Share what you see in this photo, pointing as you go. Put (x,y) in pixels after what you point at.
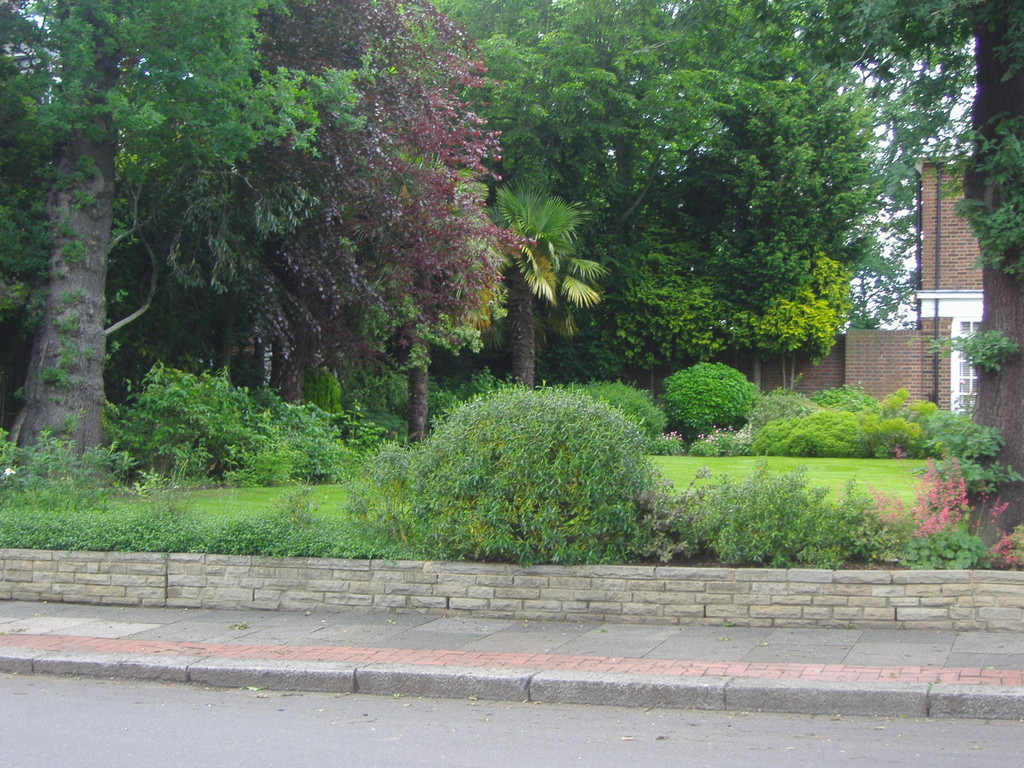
In this image we can see road (256,695) at the bottom (445,742). Near to the road (537,745) there is a sidewalk (399,638). Also there is a stone wall (604,567). In the back (418,438) there are trees (792,344) and plants (860,392). Also there is a building (949,311). On the ground (719,469) there is grass (874,484).
